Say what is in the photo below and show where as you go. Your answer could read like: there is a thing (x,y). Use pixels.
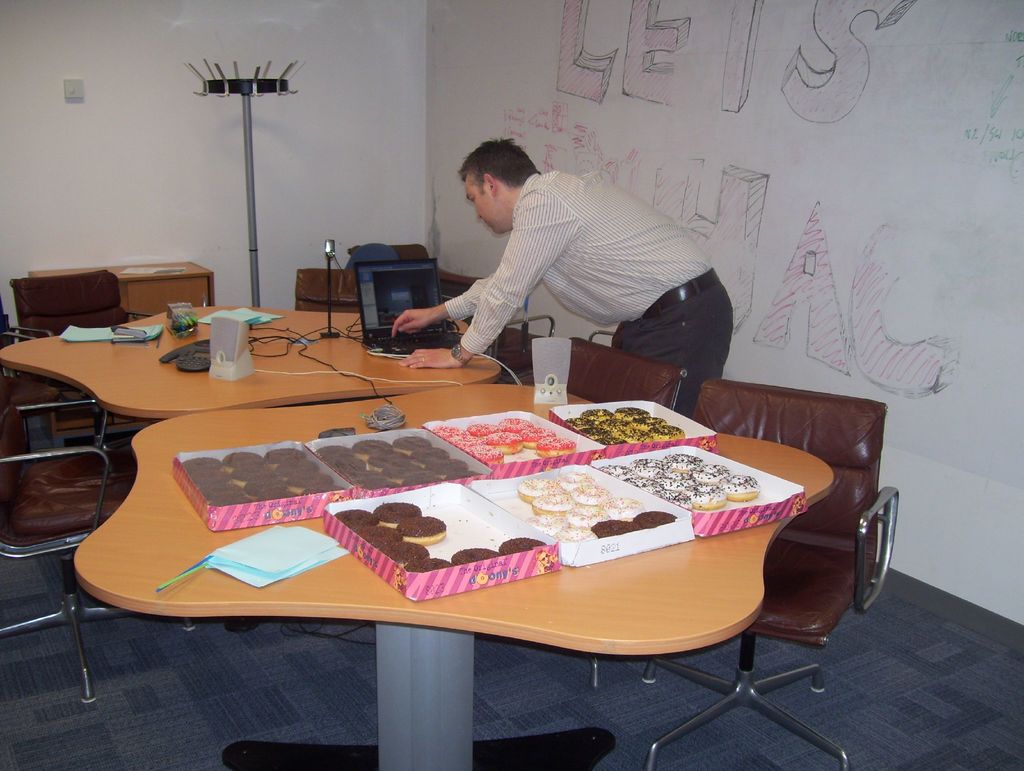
there are 2 tables (302,520). on the front table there are 7 boxes (524,509) of donuts (427,554). on the right (890,492) and left there are chairs (676,382). there is a person (679,342) at the back (628,252) who is operating a laptop (418,302). at the back (342,104) there is a white wall (561,90).
